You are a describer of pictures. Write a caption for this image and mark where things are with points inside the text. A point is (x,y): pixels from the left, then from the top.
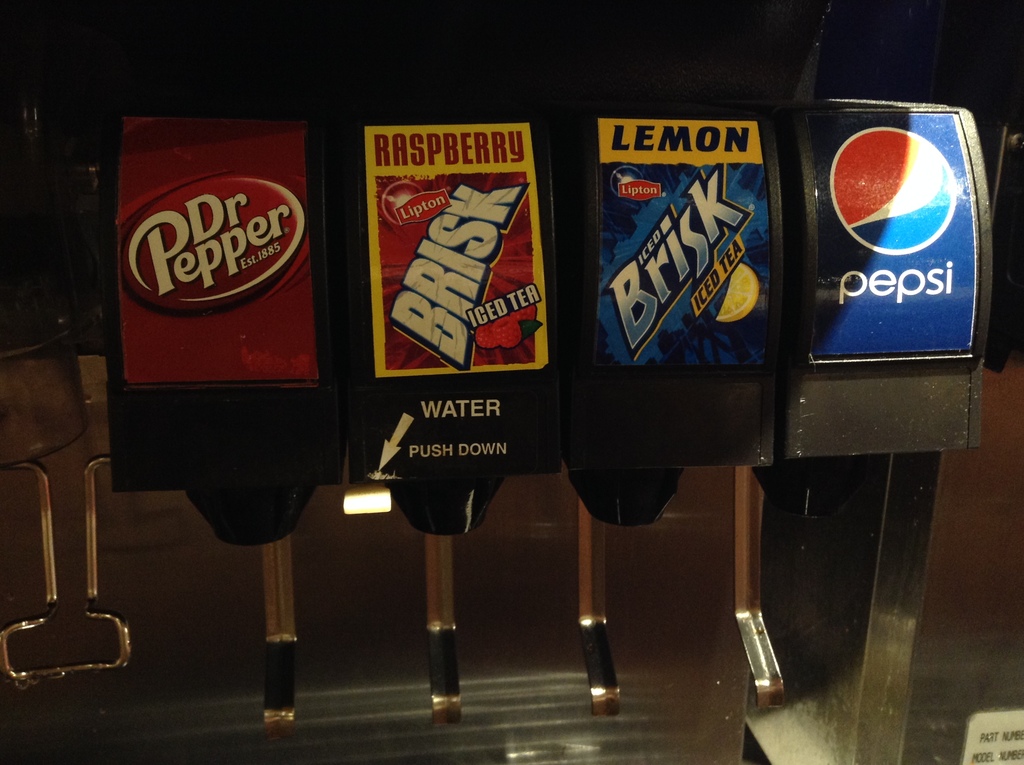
In this image I can see a soda machine (562,376) and here I can see something is written.
